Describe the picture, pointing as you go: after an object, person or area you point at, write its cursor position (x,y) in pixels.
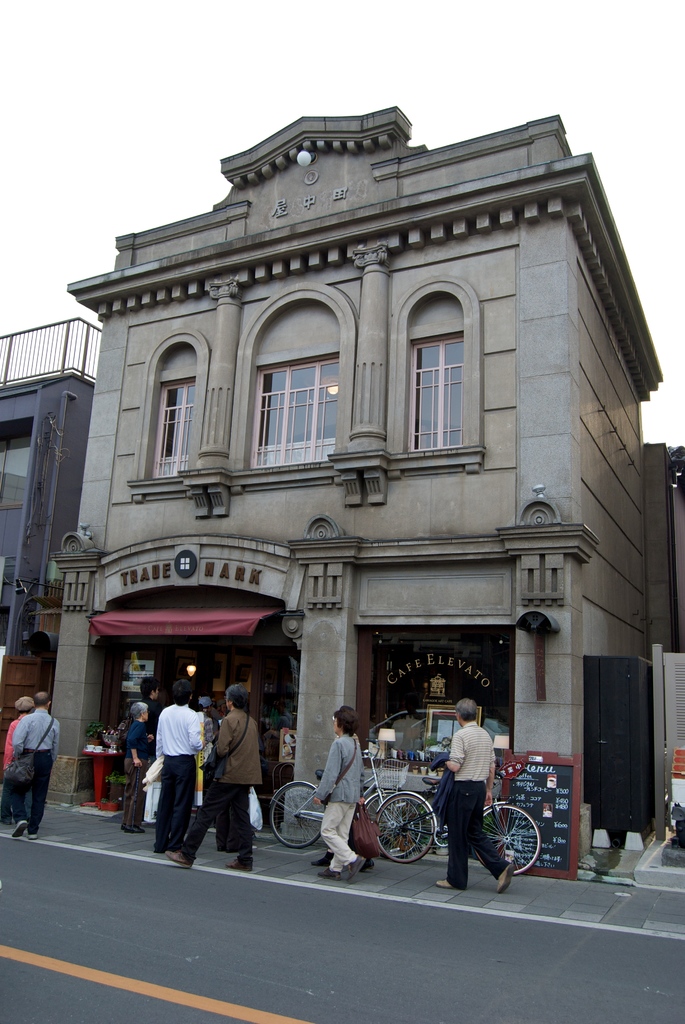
In this picture I can see the buildings (271,568). At the bottom (180,704) I can see some persons (36,694) who are walking on the street (121,965), beside them I can see the bicycles (521,848), board (556,827) and tables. At the top (213,79) I can see the sky (48,170). On the left (63,367) I can see the railing (43,362) on the roof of the building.
